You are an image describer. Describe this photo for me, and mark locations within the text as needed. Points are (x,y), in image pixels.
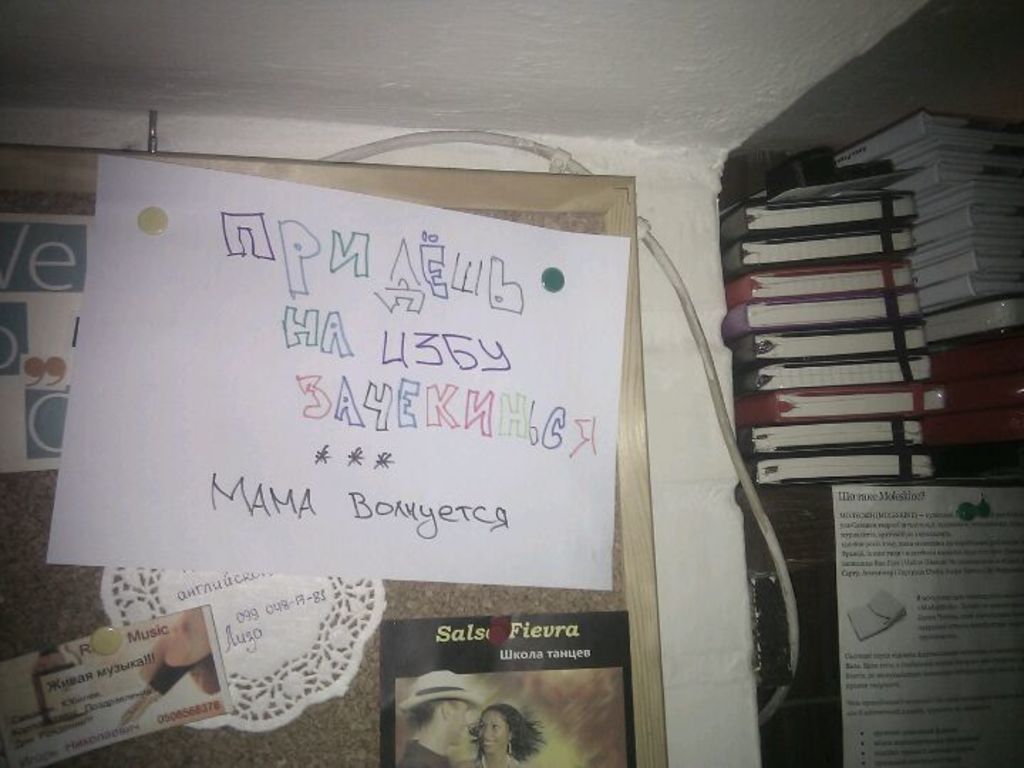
In this picture there are posters (414,395) in the center of the image (357,382) and there are books (803,369) on the desk (817,620), on the right side of the image (917,373).
